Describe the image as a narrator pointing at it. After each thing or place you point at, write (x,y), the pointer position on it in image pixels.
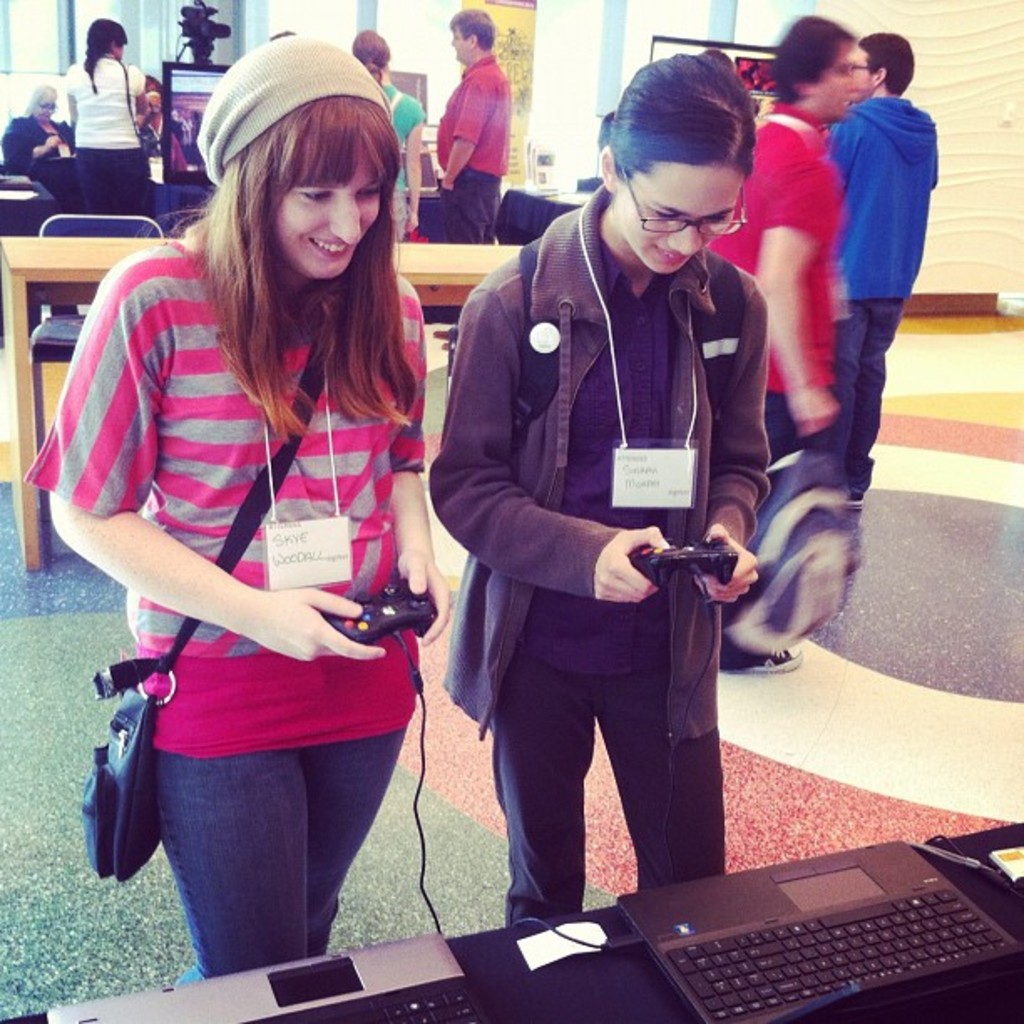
In the picture I can see two women (417,485) standing and holding a joystick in their hands (624,549) and there is a laptop (693,962) in front of them which is placed on the table (596,1012) and there are few other persons (100,209), table (88,242), chairs (106,227) and some other objects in the background (498,137).
